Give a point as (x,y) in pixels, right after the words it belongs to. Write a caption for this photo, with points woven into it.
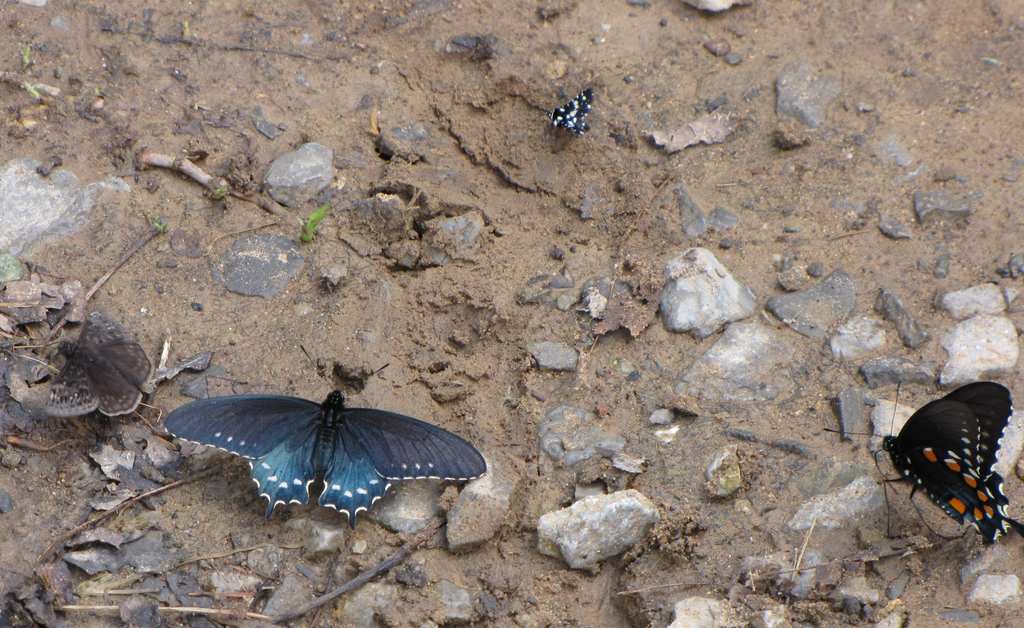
In this picture there are butterflies (998,432) in different colors. At the bottom (685,481) there is mud (540,328) and there are stones (806,473) and there are dried leaves (121,454) and sticks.
